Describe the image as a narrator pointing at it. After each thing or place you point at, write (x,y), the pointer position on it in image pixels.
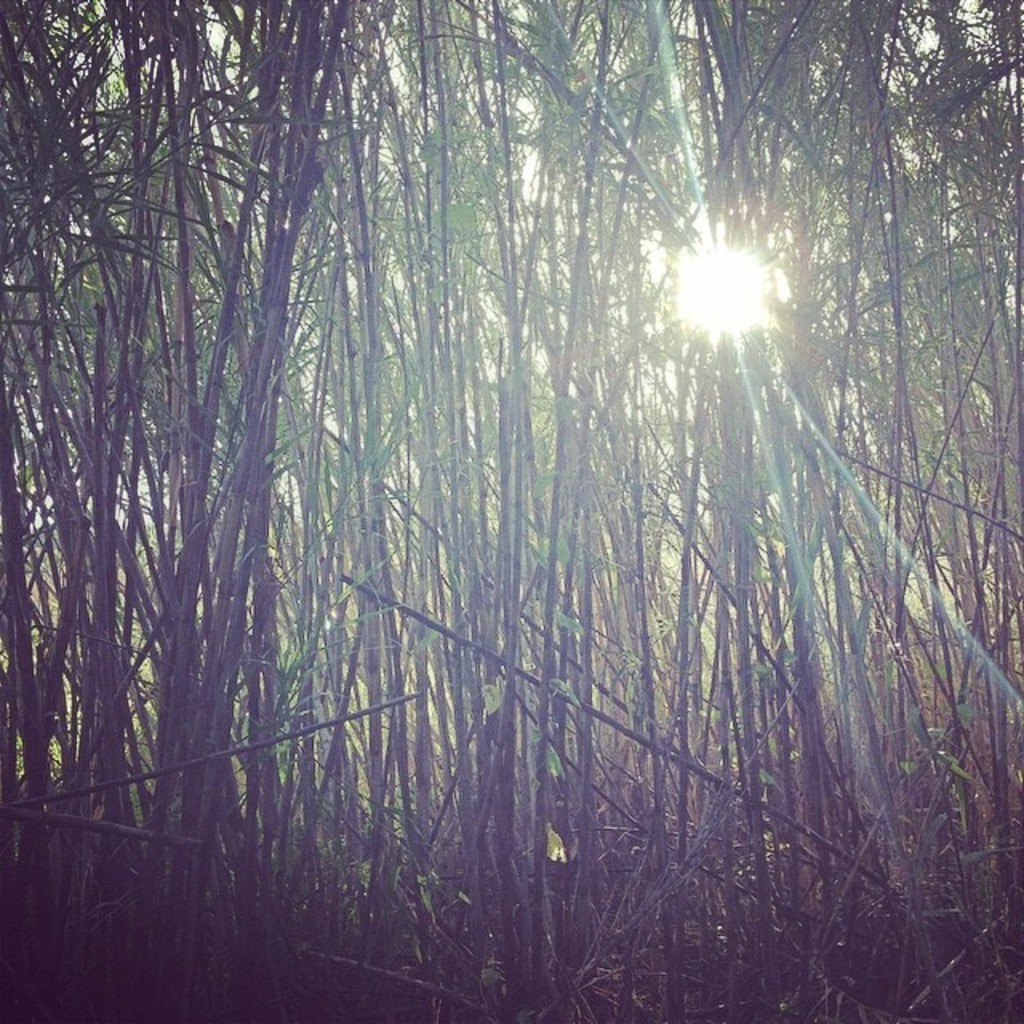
In this image, we can see trees (466,344) and there is sunlight (779,379).
